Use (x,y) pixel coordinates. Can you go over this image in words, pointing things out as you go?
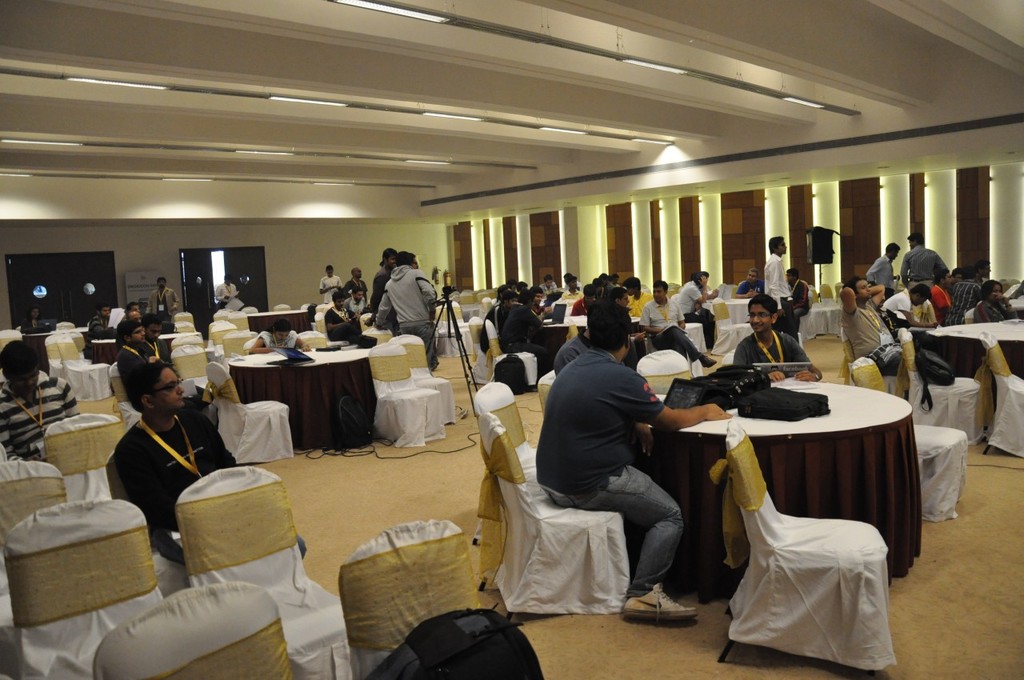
This image is a click in a room (576,530) where there are tables (795,463) and chairs (586,544). There are lights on the top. People (607,460) are sitting on chairs (739,431) around the tables (683,471). There are bags (783,406) on the tables (787,450).
